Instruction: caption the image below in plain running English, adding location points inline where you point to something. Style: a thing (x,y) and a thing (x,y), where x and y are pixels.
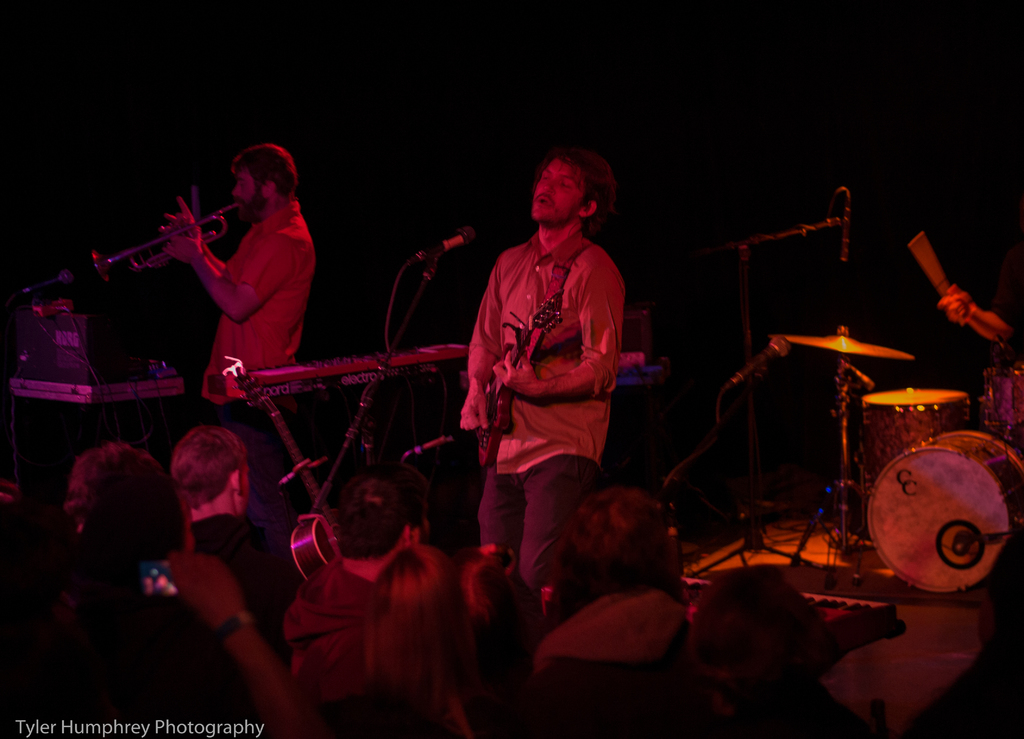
In the bottom left (235,734), there is a watermark (133,733). In the foreground (153,587), there are persons (117,501). Behind them, there are persons (551,211) standing on a stage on which, there are musical instruments (1020,465). And the background (95,154) is dark in color.
